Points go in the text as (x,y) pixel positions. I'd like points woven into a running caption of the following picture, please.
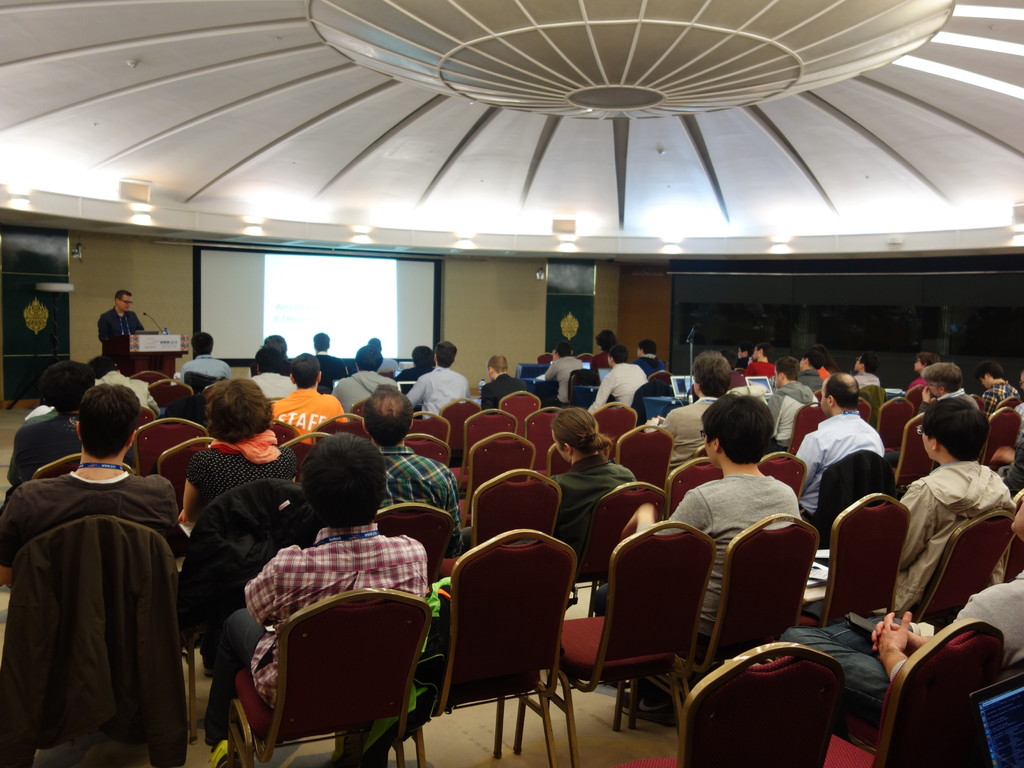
In this image I see lot of people (46,523) sitting on the chairs (921,388) and I see a person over here who is in front of the podium (125,335) and I see a screen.
